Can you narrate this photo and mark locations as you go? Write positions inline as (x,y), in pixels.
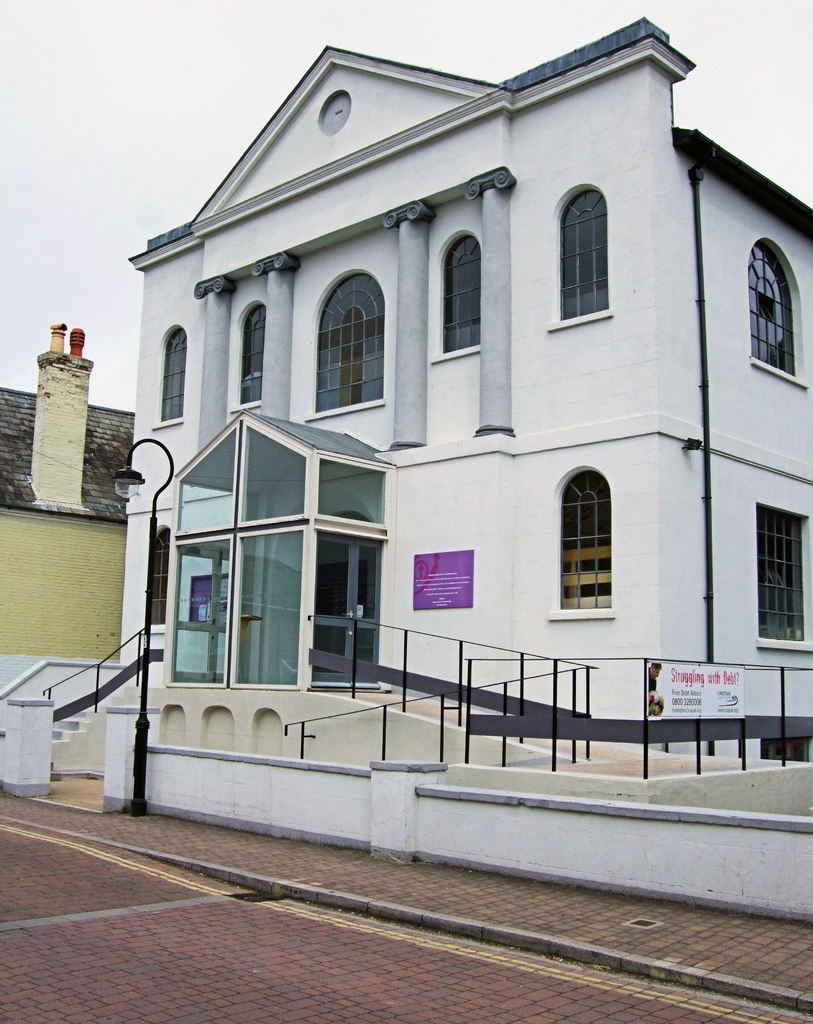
This image consists of buildings (632,369), windows (181,482), pillars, boards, fence (603,659), steps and the sky (193,163). This image is taken may be during a day.
